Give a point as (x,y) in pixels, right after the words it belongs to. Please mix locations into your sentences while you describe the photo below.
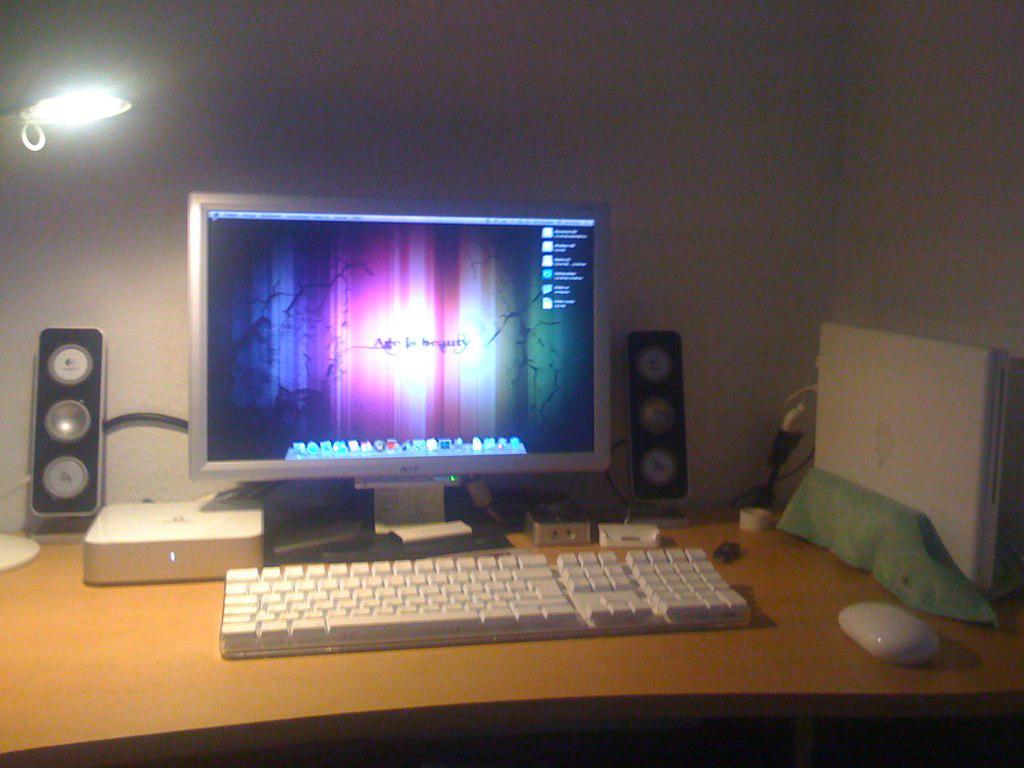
This image consist of a table (282,707). On which a computer (579,451) is kept along with mouse (854,613) and keyboard (577,603). Beside the computer (596,455) there are speakers (95,503). To the left (110,102), there is a light (106,106). In the background (822,165), there is a wall (818,245). And to the right (935,438), there is a CPU (945,496).
